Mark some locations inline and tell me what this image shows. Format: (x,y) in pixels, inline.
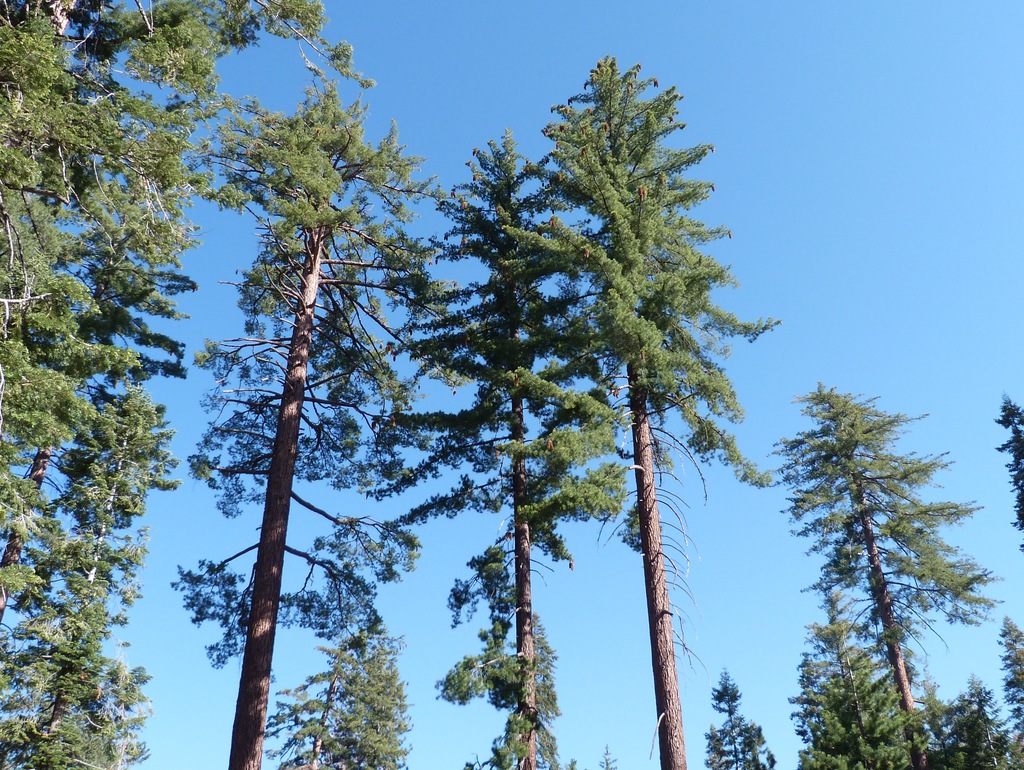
In this image, we can see trees (328,367) and in the background (796,197), there is sky (842,215).
